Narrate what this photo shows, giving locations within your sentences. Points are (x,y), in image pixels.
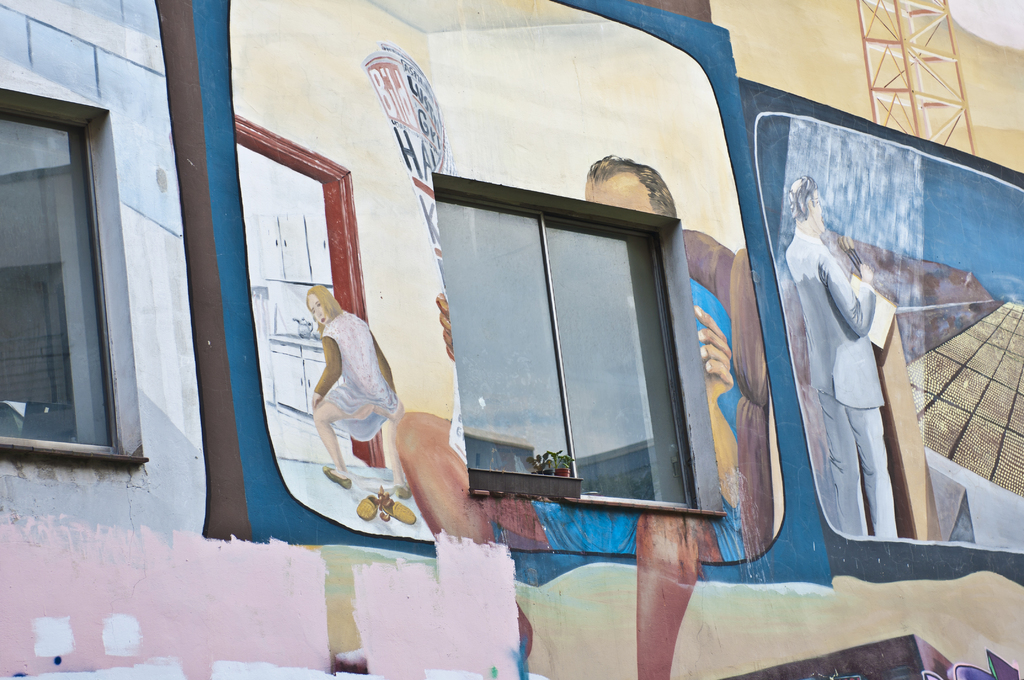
In this image I can see the painting (793,528) and windows (13,217) to the wall (161,560). In the painting (322,420) I can see few people (870,371) with different color dresses (837,269).
